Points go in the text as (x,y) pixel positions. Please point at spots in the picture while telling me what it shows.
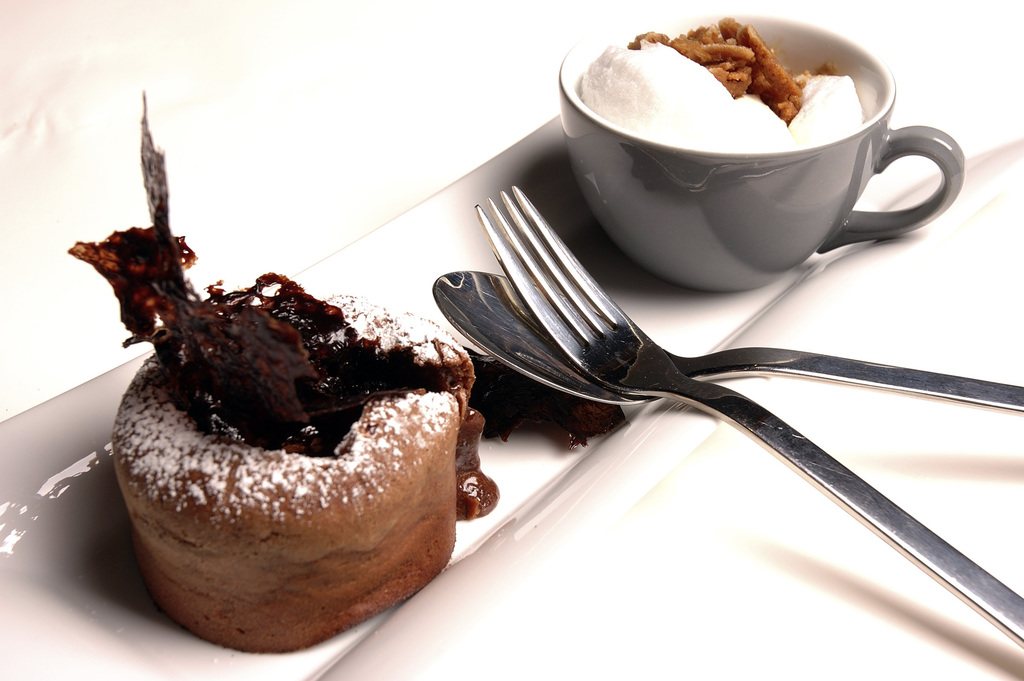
In this picture I can observe a cake (365,529) and a cup (719,279) in a tray (28,492). There are a spoon (786,370) and a fork (570,268) in the tray (622,256).
